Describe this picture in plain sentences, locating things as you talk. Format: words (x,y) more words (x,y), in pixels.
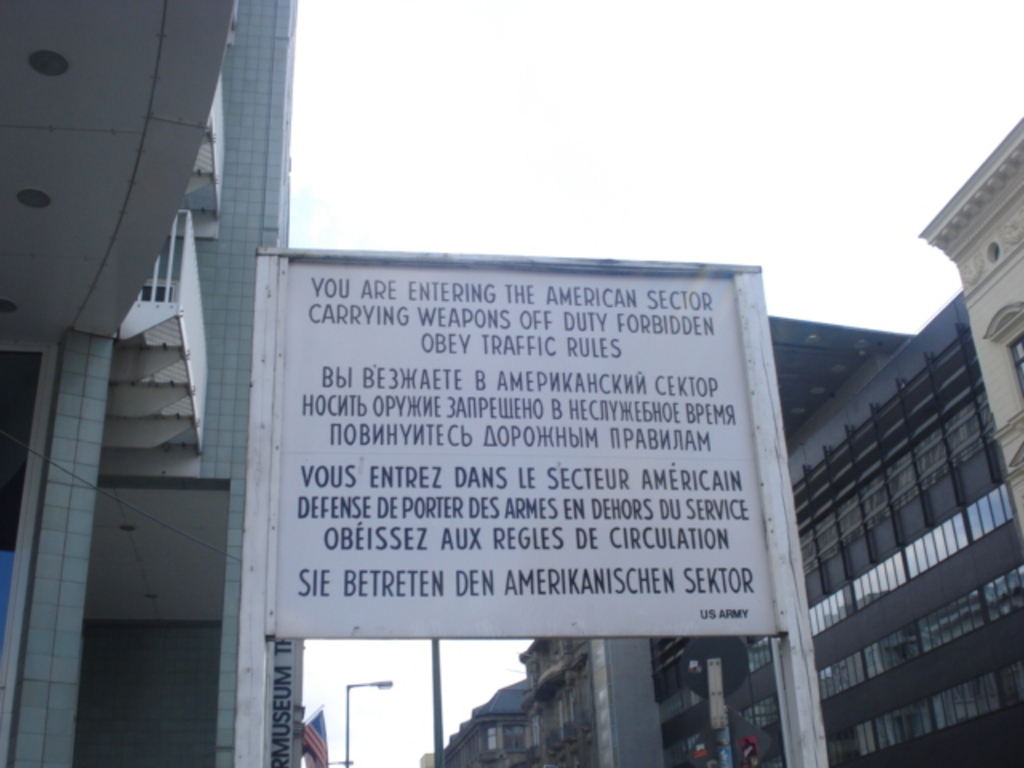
In this picture I can see a board (499,467) in front (445,455), on which there is something written and in the background (50,698) I see number of buildings (532,720) and I see the sky (760,54) and on the bottom of this picture (383,686) I see 2 poles (433,687) and a flag (321,719).
